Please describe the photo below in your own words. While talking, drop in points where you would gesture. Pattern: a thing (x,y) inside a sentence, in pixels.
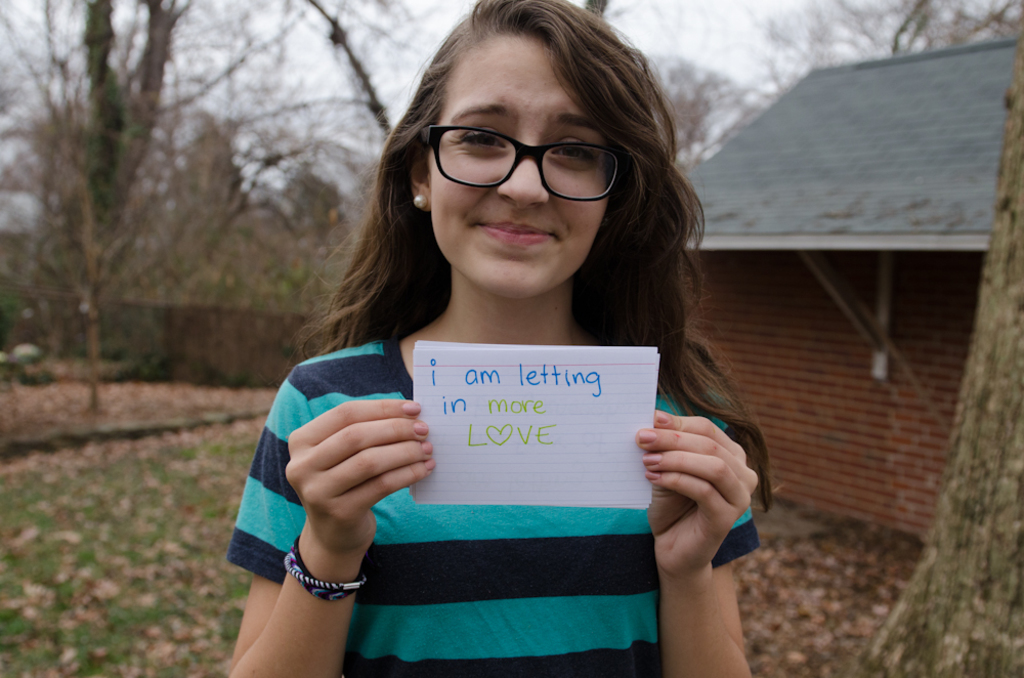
In this picture I can see a person (664,354) standing and holding a paper (499,376). I can see a house (922,431), trees (999,500), and in the background (38,10) there is the sky (374,26).
